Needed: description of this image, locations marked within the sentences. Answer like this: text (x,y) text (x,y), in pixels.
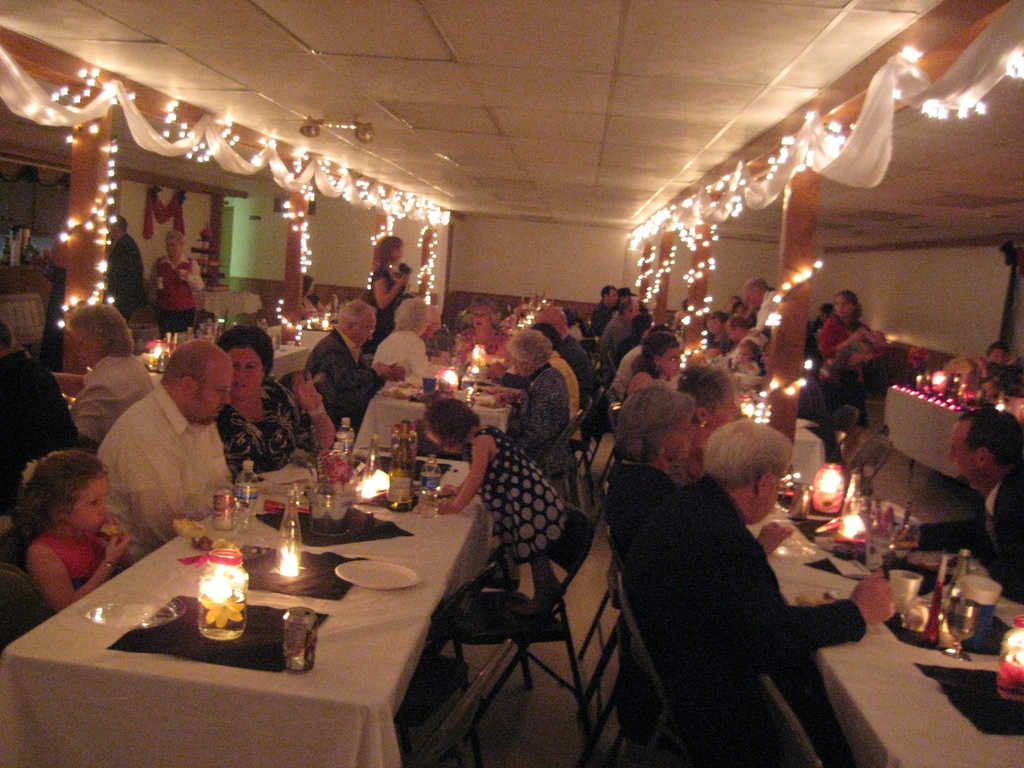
It is a restaurant (38,288), it is beautifully decorated with a lot of lights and many people (419,352) are sitting around the tables (165,685) and having food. There are some pillars (102,207) in between the tables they are also roped up with the lights (773,314), in the background (594,299) there is a wall (569,258).
